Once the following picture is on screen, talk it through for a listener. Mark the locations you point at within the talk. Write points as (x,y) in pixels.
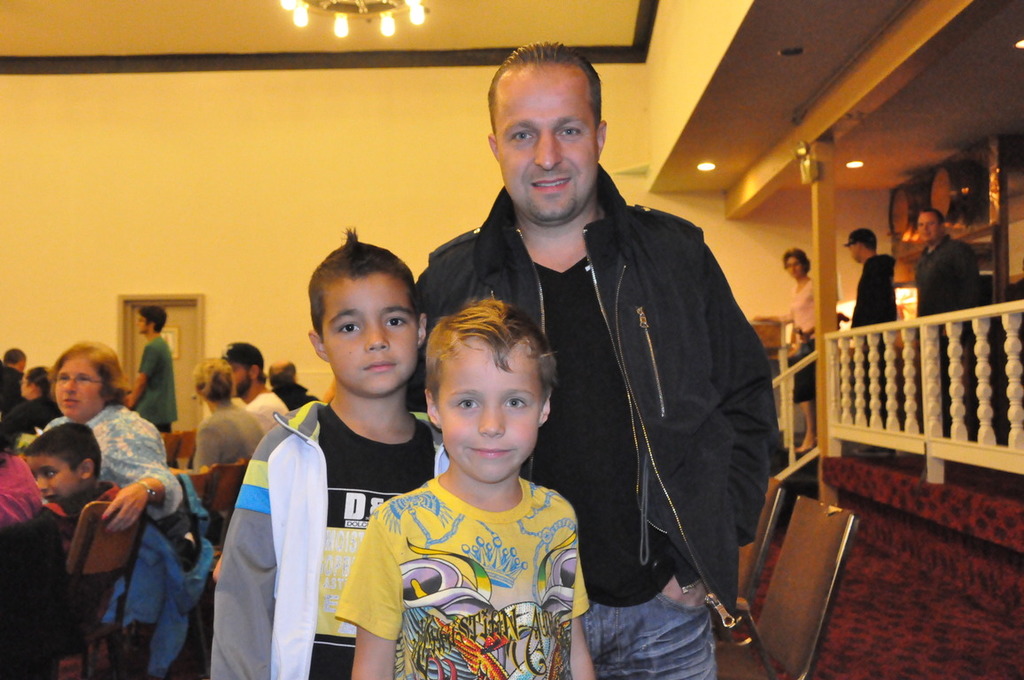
This is an inside view. Here I can see a man (597,350) and two children (385,400) are standing, smiling and giving pose for the picture. On the left side (238,374) few people (263,409) are sitting on the chairs (100,580). On the right side (881,284) few people (922,290) are standing behind the railing (925,319). In the background (286,221) there is a wall (86,186). At the top of the image (346,8) there is a chandelier (369,1).
